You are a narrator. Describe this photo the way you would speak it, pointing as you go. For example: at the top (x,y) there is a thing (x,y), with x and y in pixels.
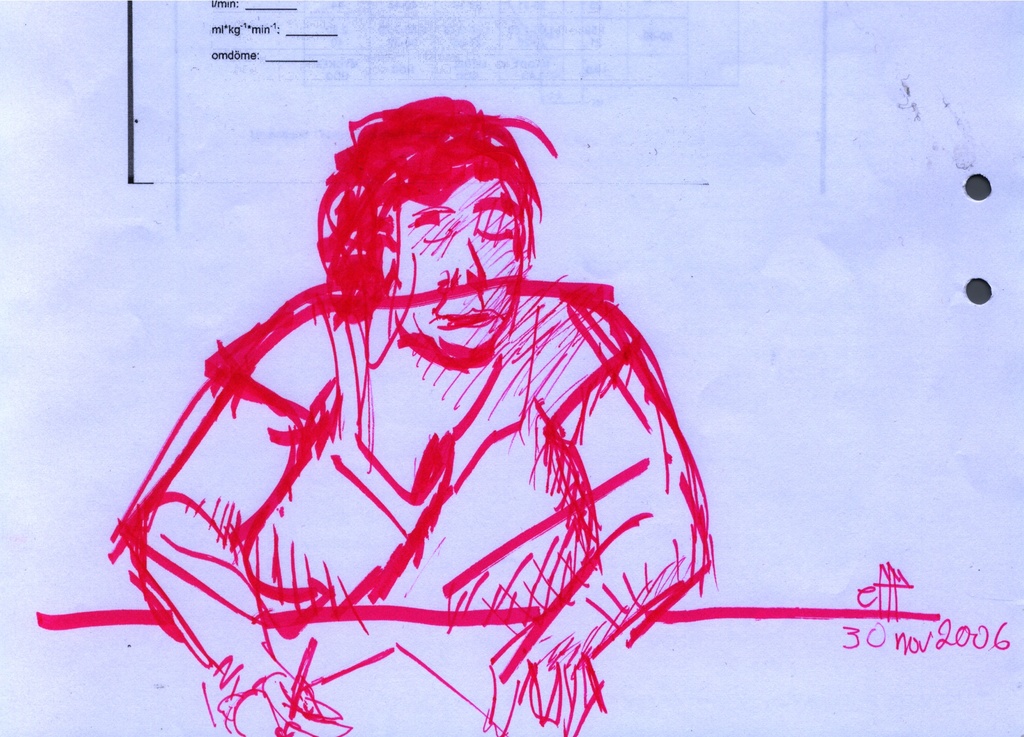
In this picture we can see the drawing (344,512) of a man (438,593) on the paper (682,639) and there is some text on the paper (77,131).
